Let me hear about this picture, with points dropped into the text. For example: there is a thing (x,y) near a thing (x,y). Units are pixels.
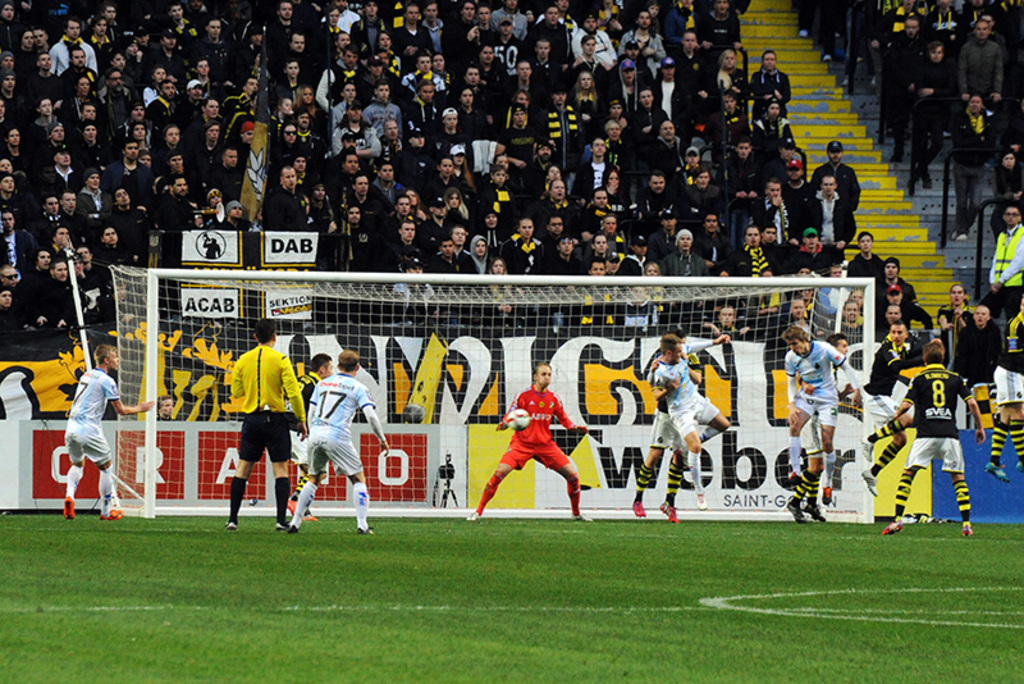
This image consists of many people (575,254). At the bottom (236,482), we can see few people (320,385) are playing football. In the front (272,286), we can see a goal post (261,290). At the bottom (623,634), there is green grass (828,643). On the right (923,213), we can see the steps (931,287). In the background (614,433), there are banners (372,445).
